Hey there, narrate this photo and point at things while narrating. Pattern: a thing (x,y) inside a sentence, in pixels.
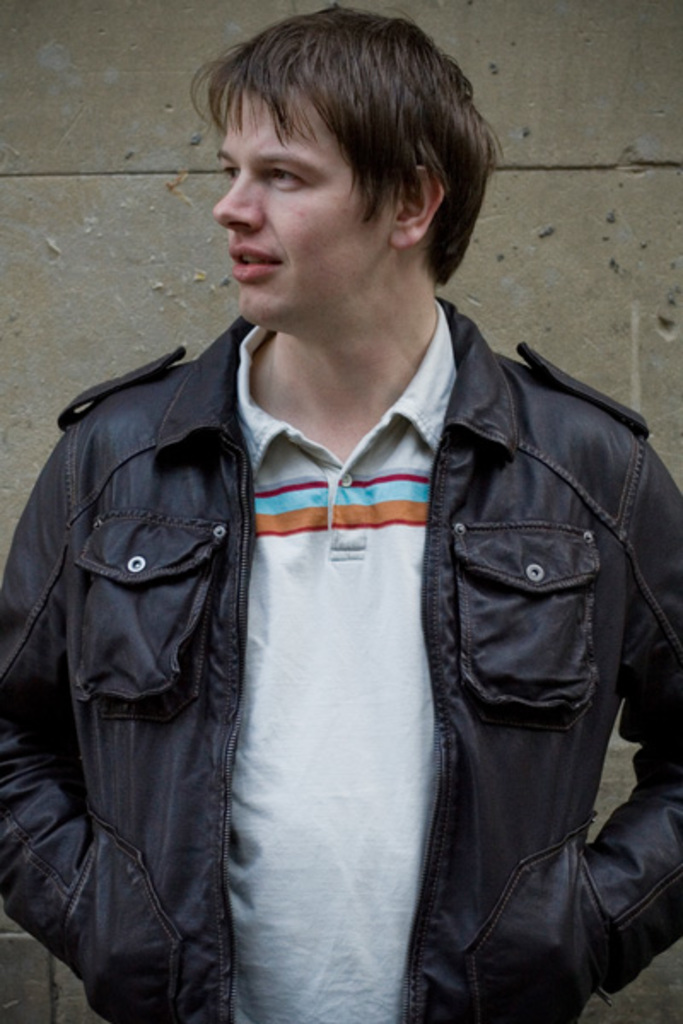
In the center of the image (309,350) we can see a man (309,350) is standing and wearing jacket (26,569). In the background of the image (622,137) we can see the wall (637,76).
